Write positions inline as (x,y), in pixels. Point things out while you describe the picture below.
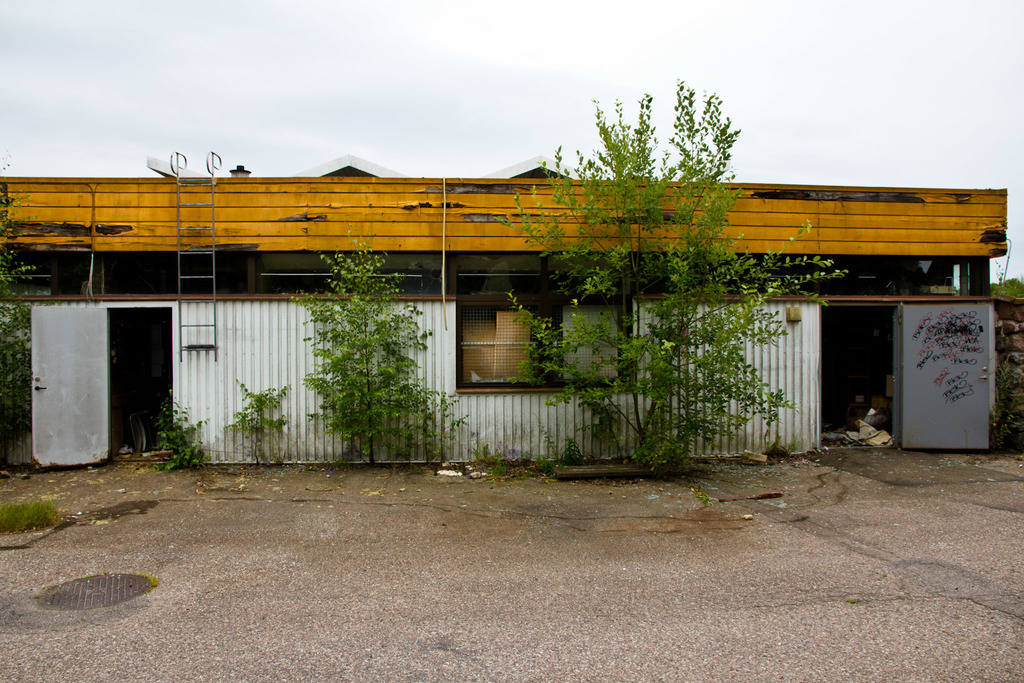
In this image we can see a house (504,415) with roof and windows (479,382). We can also see a manhole (85,605) on the road (360,578), plants (264,397), grass (47,509), ladder (212,349) hanged to a wall (243,309) and the sky (63,165) which looks cloudy.
